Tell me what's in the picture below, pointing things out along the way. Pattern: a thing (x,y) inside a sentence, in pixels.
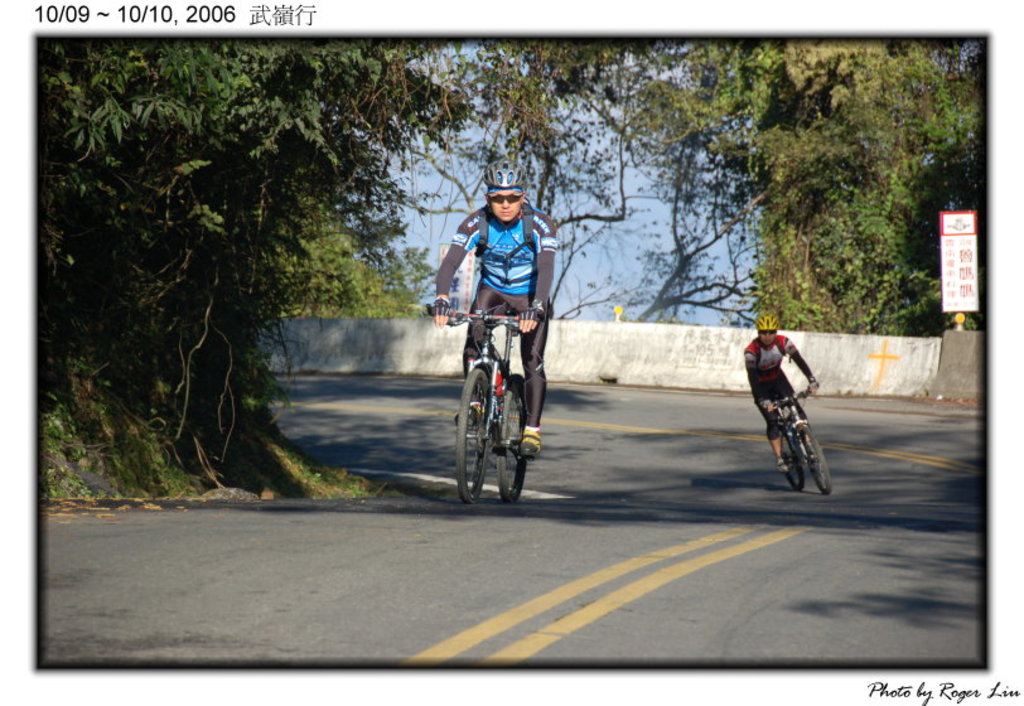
In this image I can see a man (502,300) who is riding a bicycle (520,383) on the road (542,512). Here we have a tree (260,156), a sky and a fence (710,353) on the road (821,406).
